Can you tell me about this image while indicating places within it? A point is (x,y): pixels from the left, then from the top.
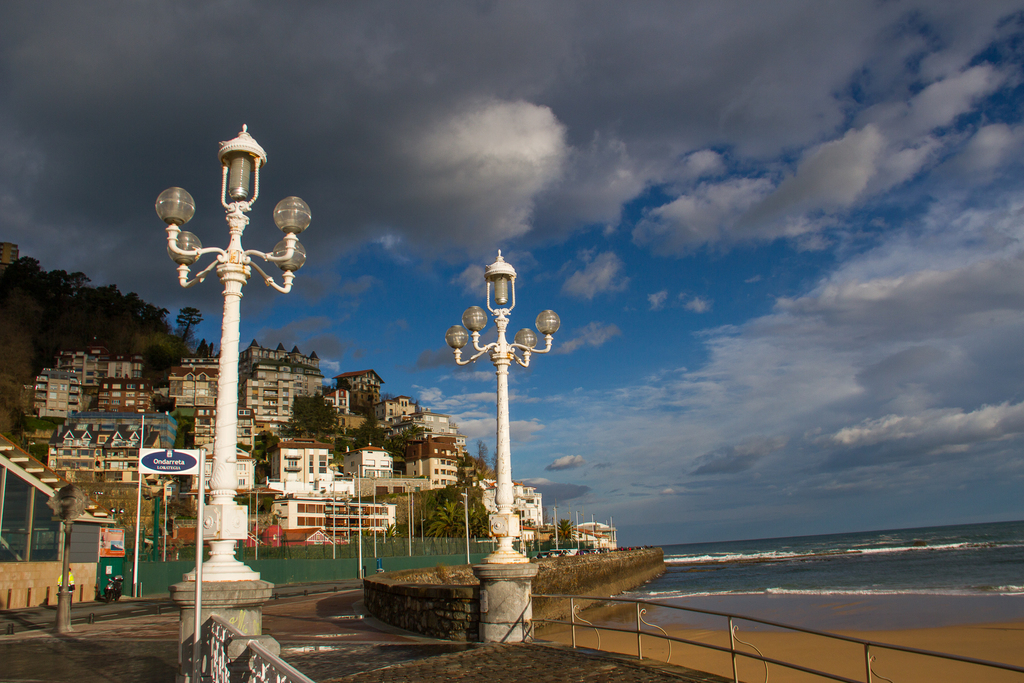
In this image, we can see street lights (458,353) with poles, rod railings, stone wall (437,610) and walkway (292,636). Background (385,507) there are so many buildings (11,553), trees (31,289), poles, board (177,469) and hill (70,352). On the right side of the image (1001,554), we can see water (845,571) and sea shore (832,618). Here we can see the cloudy sky (665,171).
